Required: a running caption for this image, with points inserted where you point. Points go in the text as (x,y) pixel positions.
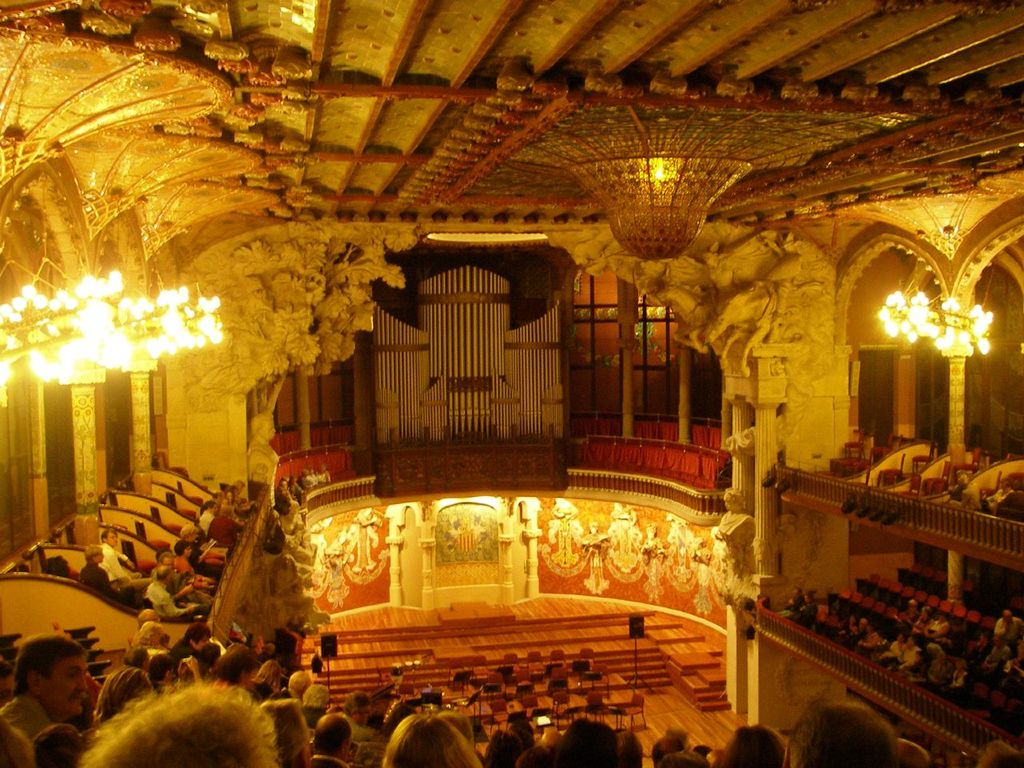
In this picture we can see an inside view of a building (335,667), here we can see a group of people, pillars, lights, speakers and some objects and in the background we can see a roof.
